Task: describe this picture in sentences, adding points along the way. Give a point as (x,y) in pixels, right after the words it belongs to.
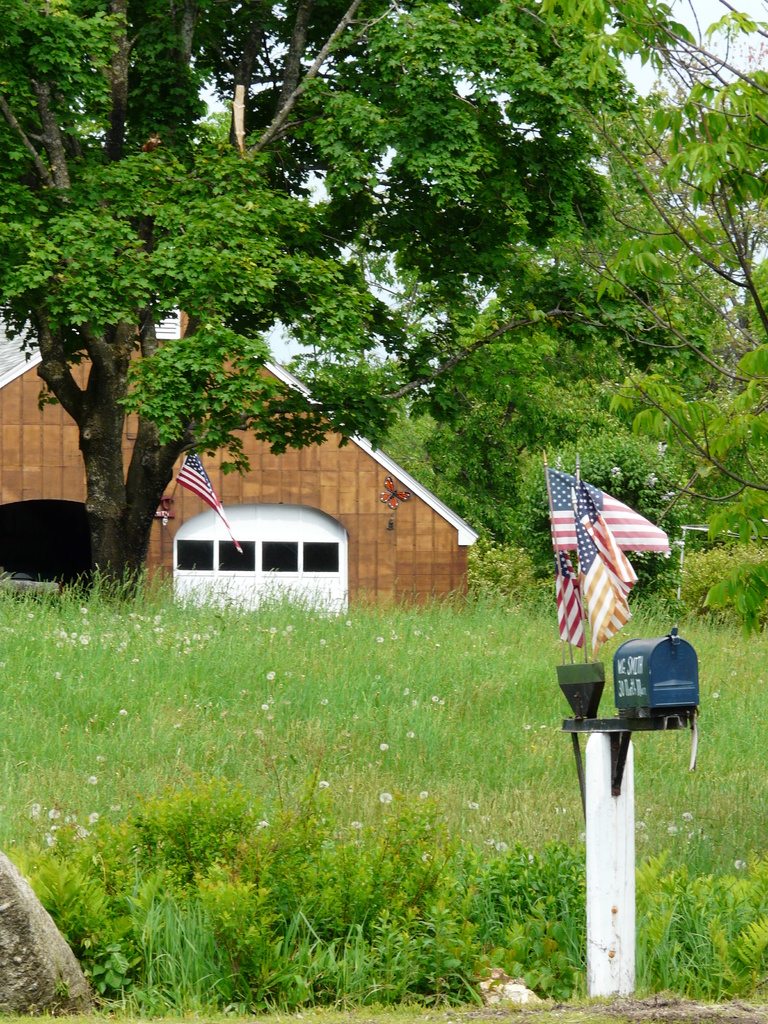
In the picture I can see a wood house construction (346,482) and there is a flag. I can see a small post box (693,662) and a plant pot (586,668) on the right side (638,641). I can see the green grass (444,663) and flowering plants (248,936). I can see the trees (462,346).
